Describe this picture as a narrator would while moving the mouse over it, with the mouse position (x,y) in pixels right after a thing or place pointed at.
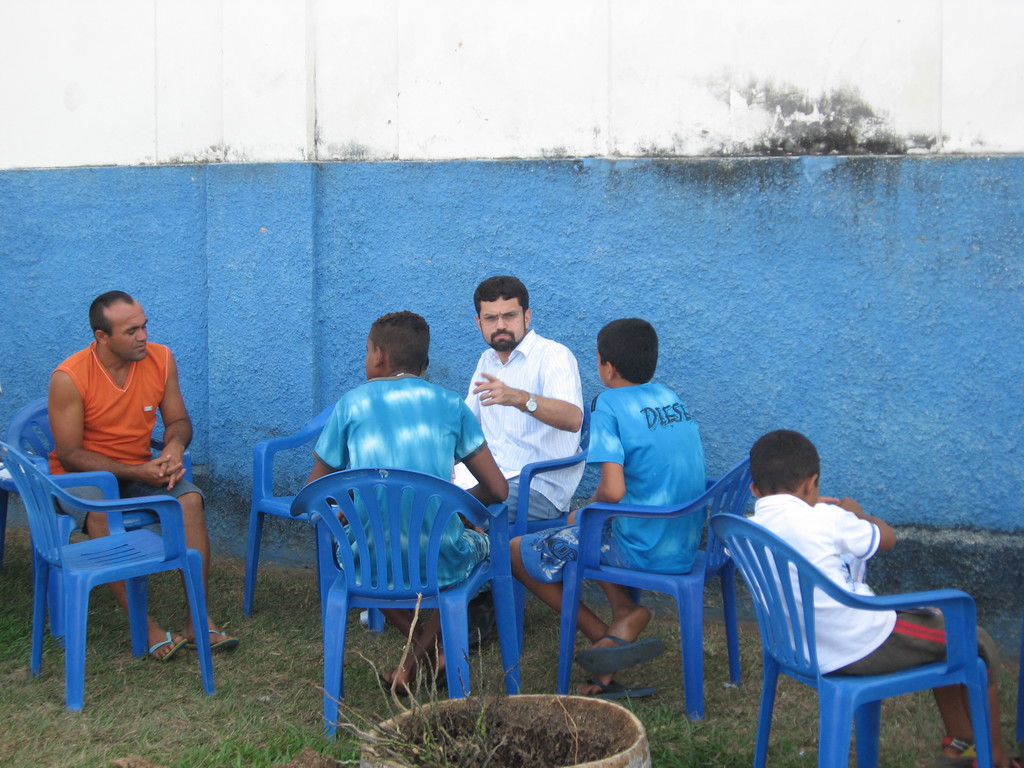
In this picture few people (116,382) sitting on blue colored chairs (505,544). Of them two are men (55,388) and three are boys (429,447). They are located on grass patches (231,683). The wall (671,295) beside them is painted in blue.
